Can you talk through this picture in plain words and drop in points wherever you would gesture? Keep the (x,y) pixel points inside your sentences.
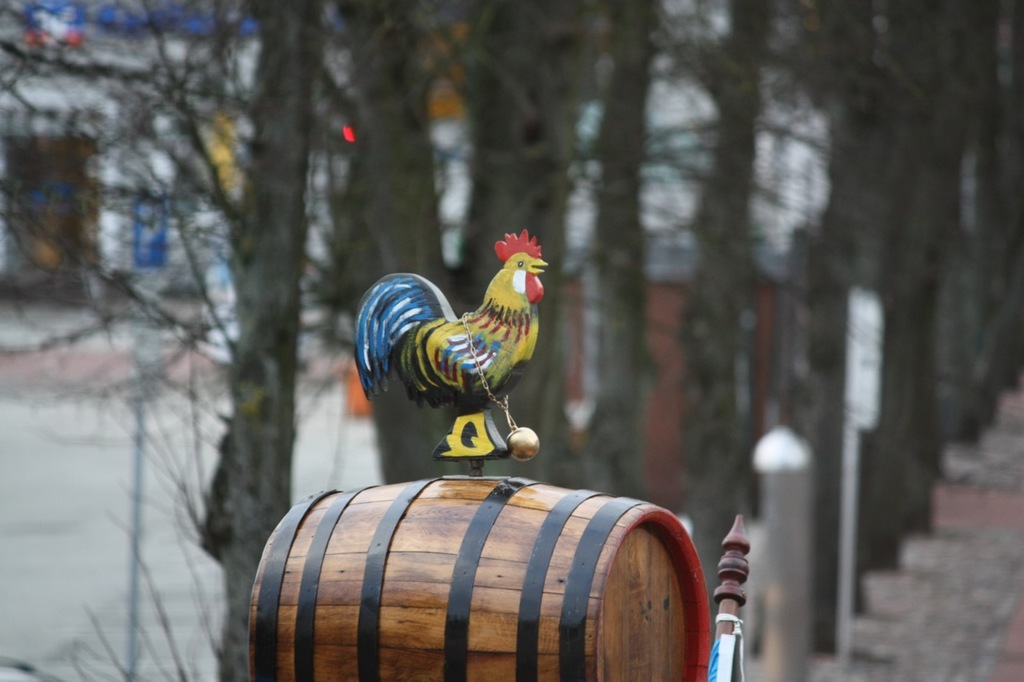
Here we can see a drum (357,550) and a statue of a hen (472,421). There is a blur background (56,41) and we can see trees (842,276).
